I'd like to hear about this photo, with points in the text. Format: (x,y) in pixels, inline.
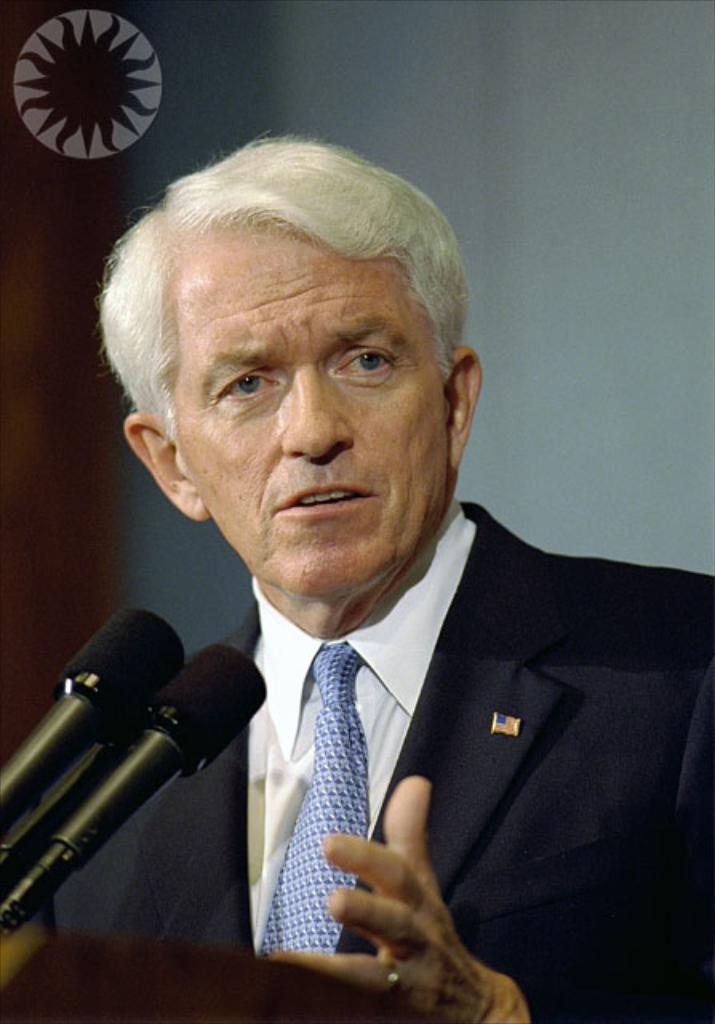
This picture shows a man (431,508) standing at a podium (211,958) and speaking. We see couple of microphones (29,760) and we see a watermark (134,32) on the top left corner (117,15) and we see a grey background (525,68).
